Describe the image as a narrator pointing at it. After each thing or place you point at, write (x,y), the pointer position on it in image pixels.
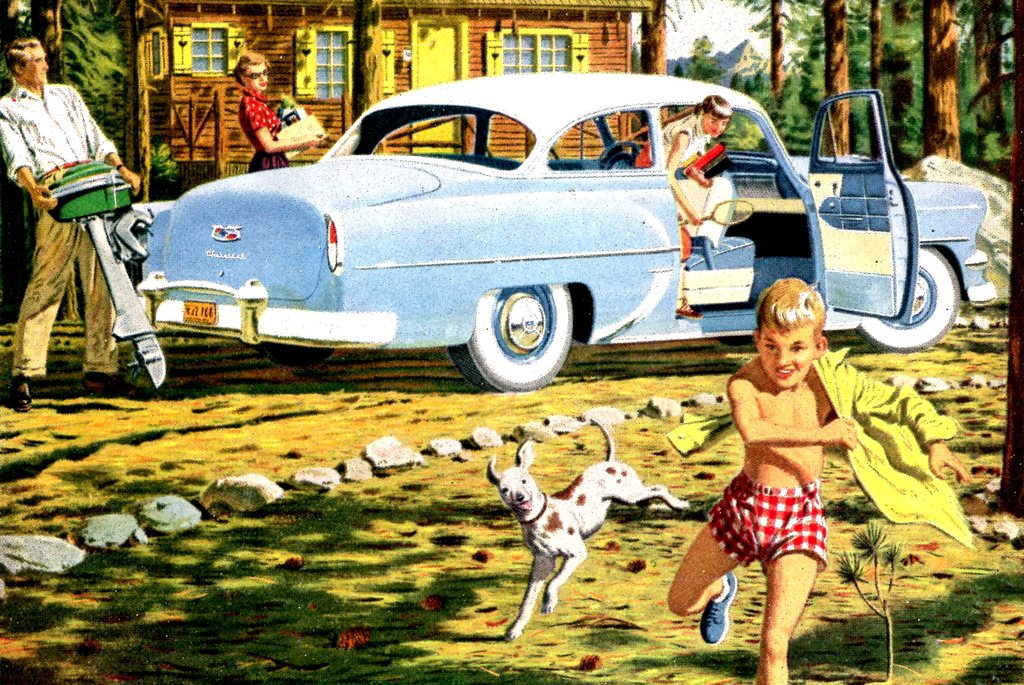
In this image we can see a painting (569,249) of a group of people (736,482) standing on the ground (146,404). One girl (701,137) is holding a tennis racket (725,220) in her hand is inside a car (288,312) placed on the ground (454,410). To the right side of the image (735,400) we can see a boy (795,414) running on the ground (754,600) and a dog (527,612) on the ground (454,623). To the left side of the image (75,126) we can see a person (122,163) holding some items (104,232) in his hand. In the background (625,55), we can see a building (607,56) with poles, group of trees (100,69), mountain (743,58) and sky (722,21).
